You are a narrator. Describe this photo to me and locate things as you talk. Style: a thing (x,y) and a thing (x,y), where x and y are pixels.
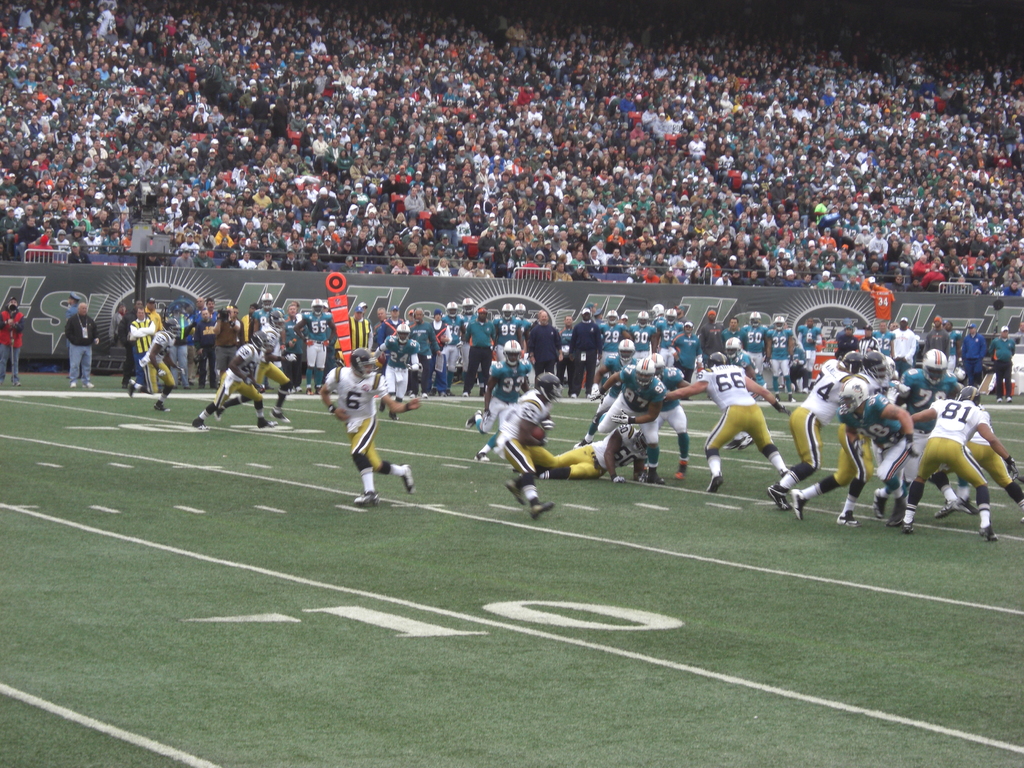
In this image there are persons (365,409) playing in the center (365,409). In the background (483,322) there are persons (302,322) standing and sitting and there is a board (581,283) with some text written on it. In the front (366,623) there is some number (365,609) written on the ground (447,634).
